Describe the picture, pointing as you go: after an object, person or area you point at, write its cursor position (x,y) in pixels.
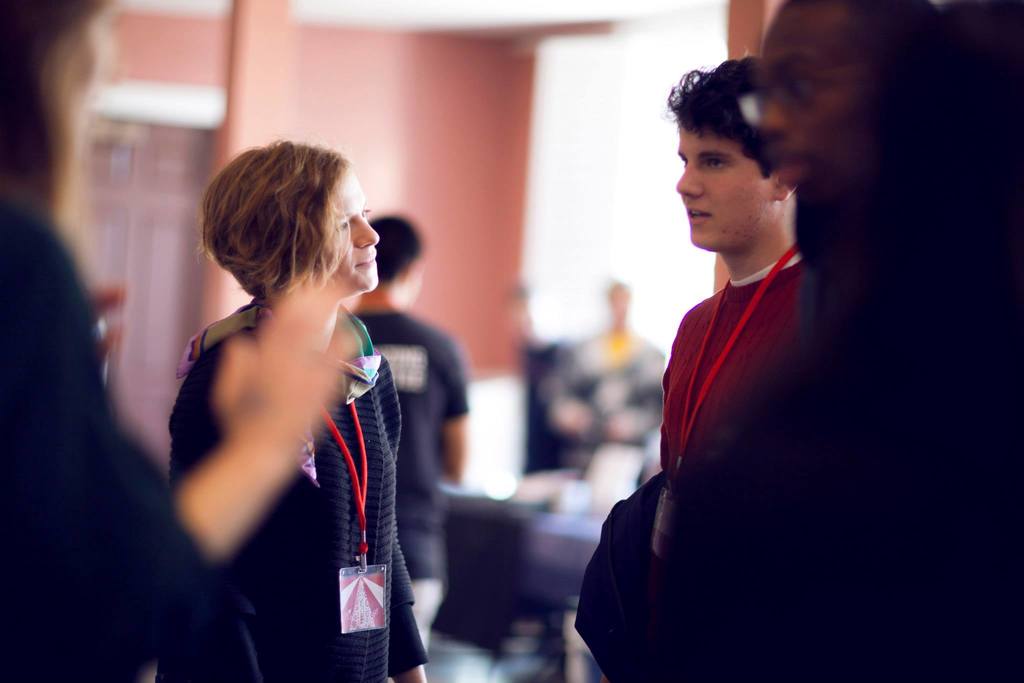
In this picture I can see people (374,437) are standing among them some are wearing an ID card (351,601). In the background (432,142) I can see a wall (351,108) and some other object (559,444). The background of the image (441,258) is blurred.
